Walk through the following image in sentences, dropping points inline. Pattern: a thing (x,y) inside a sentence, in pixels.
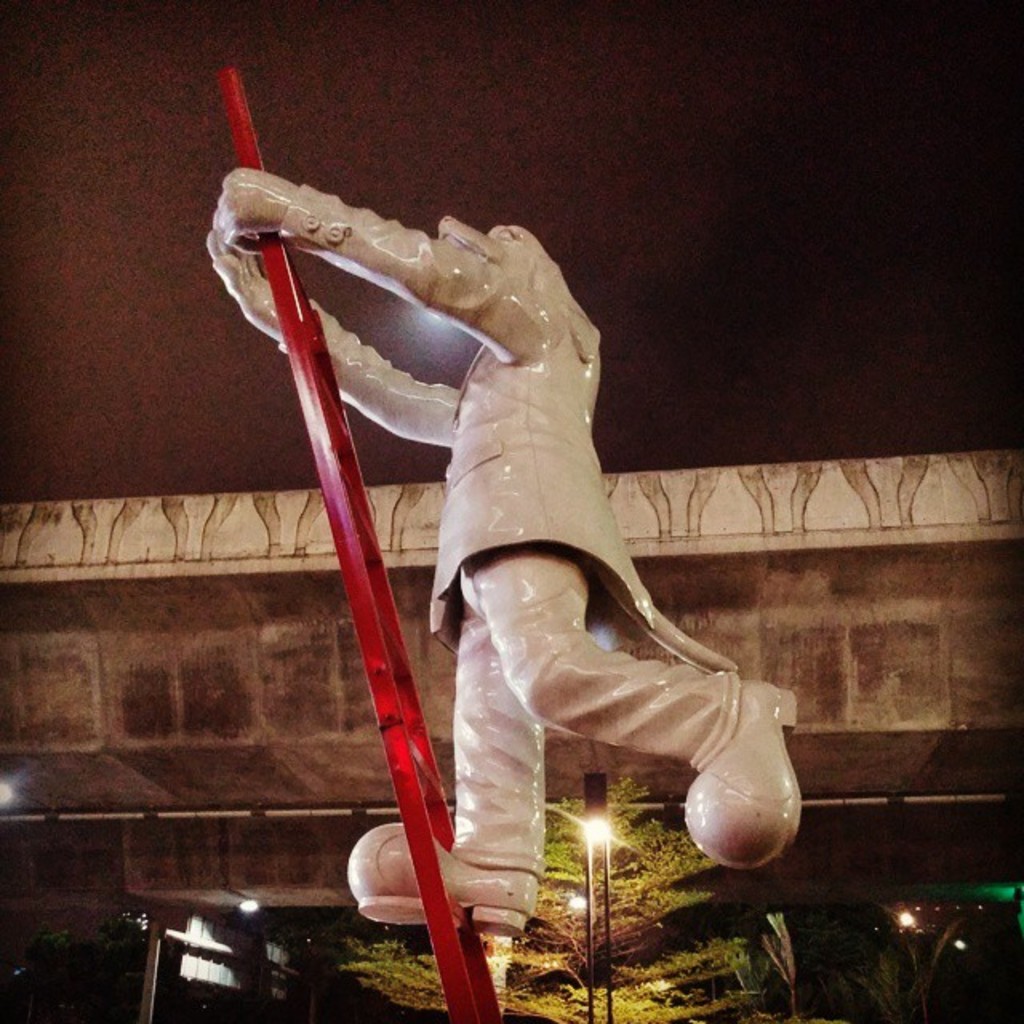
In the foreground of this image (567,557), there is a sculpture (514,447) on the red ladder (443,952). In the background (584,842), there is a street pole (600,824), trees (665,981), a bridge (846,574) and the dark sky (575,169).
